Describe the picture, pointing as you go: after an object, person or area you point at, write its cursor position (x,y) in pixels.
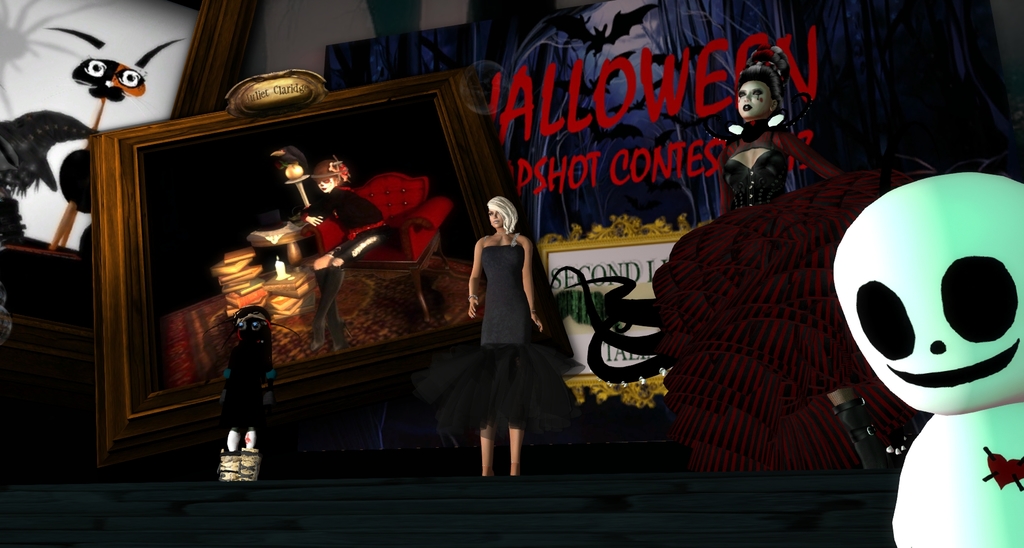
Here we can see a graphical image, in this picture we can see cartoons (758,159) of persons (723,172), on the left side (330,246) there is a photo frame (342,251), we can see some text (532,100) in the background (578,101).
